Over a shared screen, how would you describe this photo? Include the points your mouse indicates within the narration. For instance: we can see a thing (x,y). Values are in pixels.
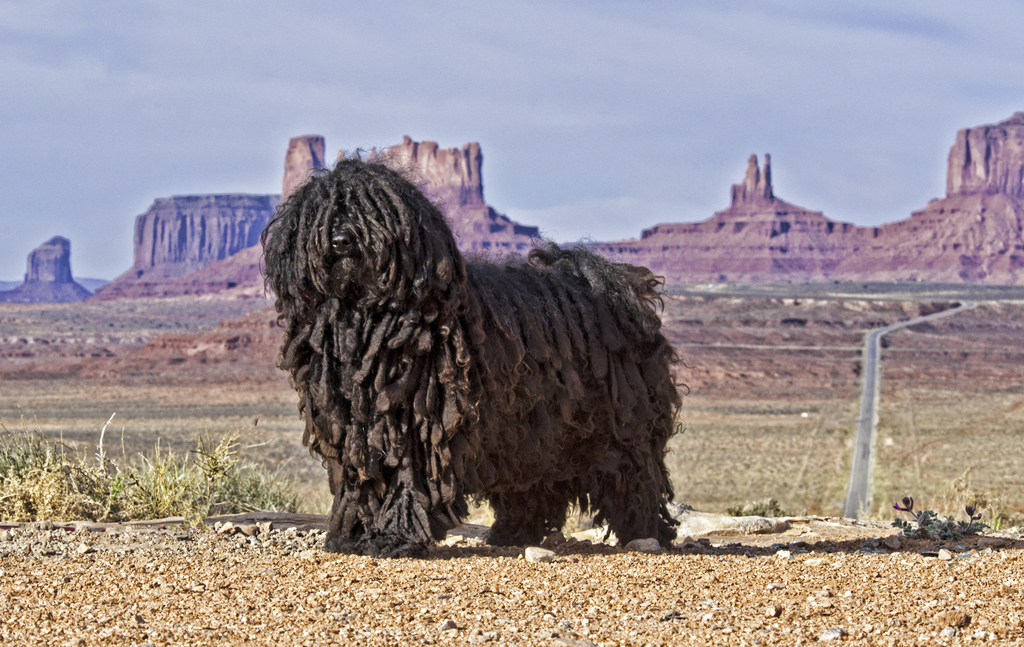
This image is taken outdoors. At the top of the image (268,103) there is a sky (590,111) with clouds (812,80). In the background (891,275) there are a few rock formations (987,211). At the bottom of the image (685,568) there is a ground (136,589) with grass (128,464) on it. In the middle of the image (459,367) there is a dog (440,392) on the ground (512,557) which is black in color.
